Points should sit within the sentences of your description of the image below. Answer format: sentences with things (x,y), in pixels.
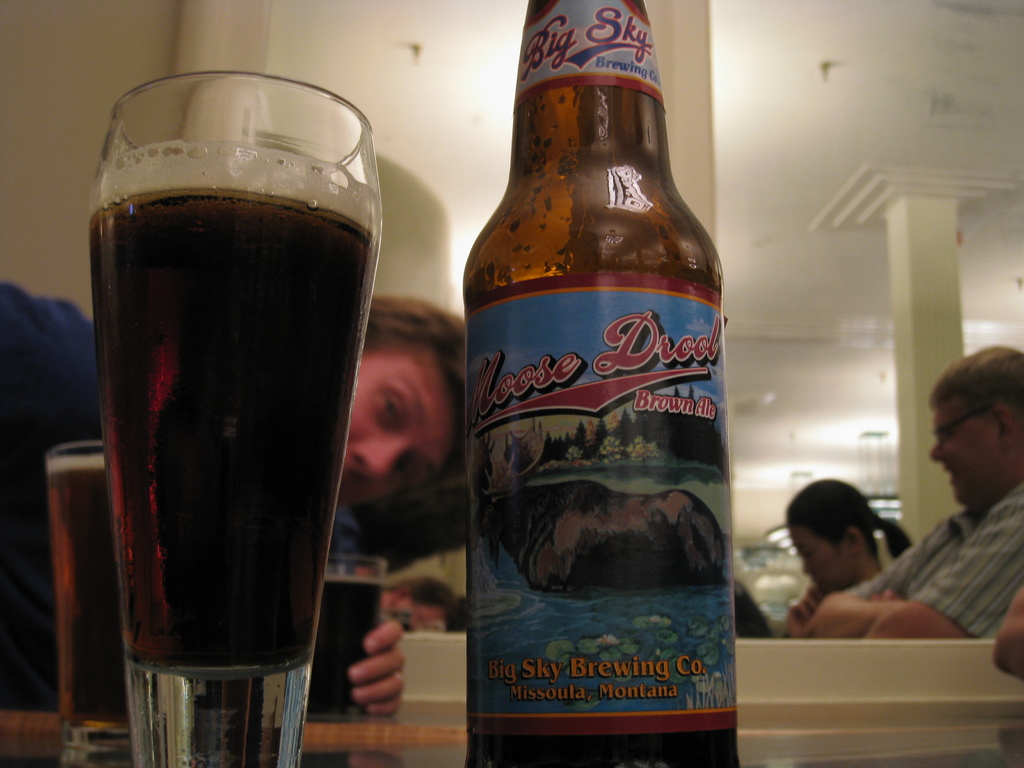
In this image there are few persons (866,615). In front the person (359,679) is holding a glass (333,668). There is a bottle (620,462) and a drink (284,264) in a glass (247,354).
